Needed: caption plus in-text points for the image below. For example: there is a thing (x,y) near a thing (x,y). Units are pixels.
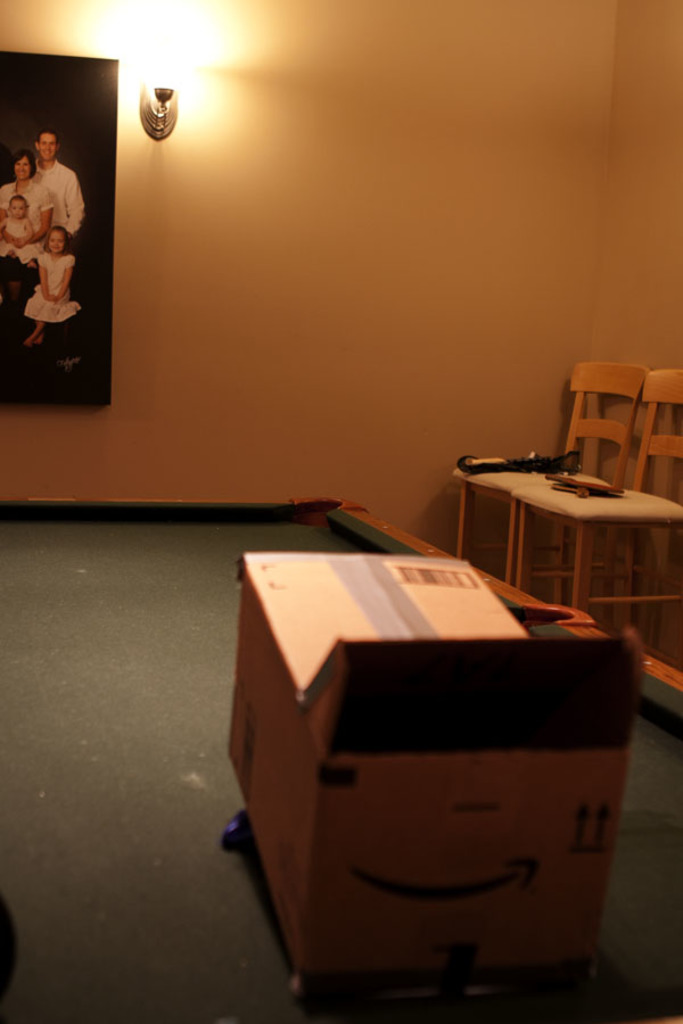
This picture is taken inside the room (345,439). At the right side (558,505) there are two chairs (585,427). In the center (408,673) there is a box (437,726). In the background (73,208) a frame (72,252) is hanged on the wall (172,232), there is lamp (167,98) on the wall (138,116).
